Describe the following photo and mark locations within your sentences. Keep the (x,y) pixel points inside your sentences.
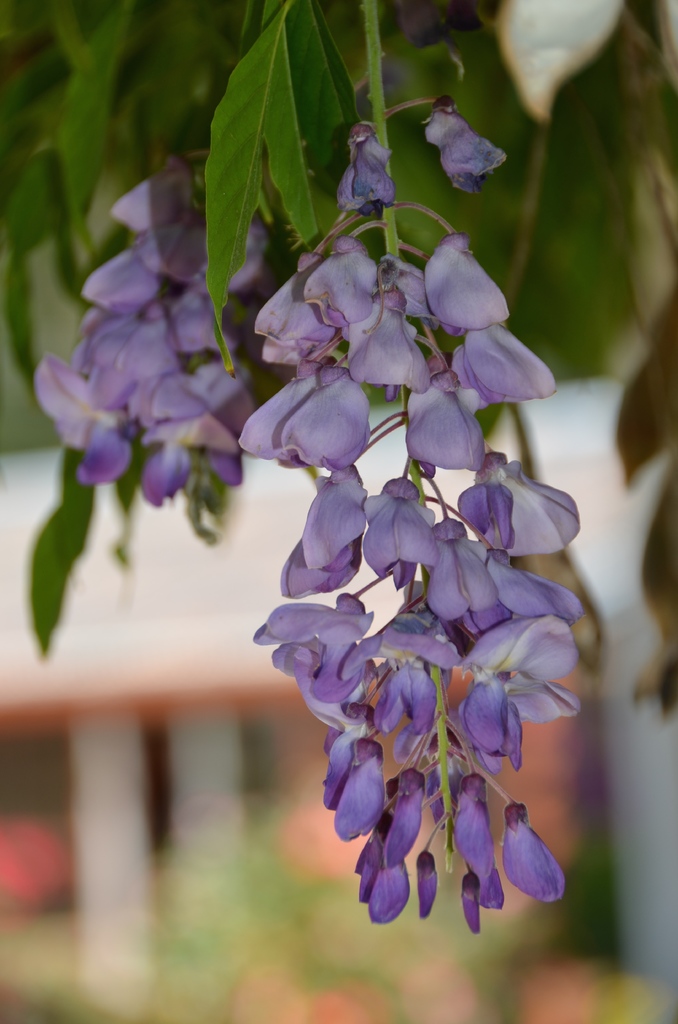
In the image we can see flowers (325,618), purple in color, these are the leaves (262,116) and the background (168,754) is blurred.
